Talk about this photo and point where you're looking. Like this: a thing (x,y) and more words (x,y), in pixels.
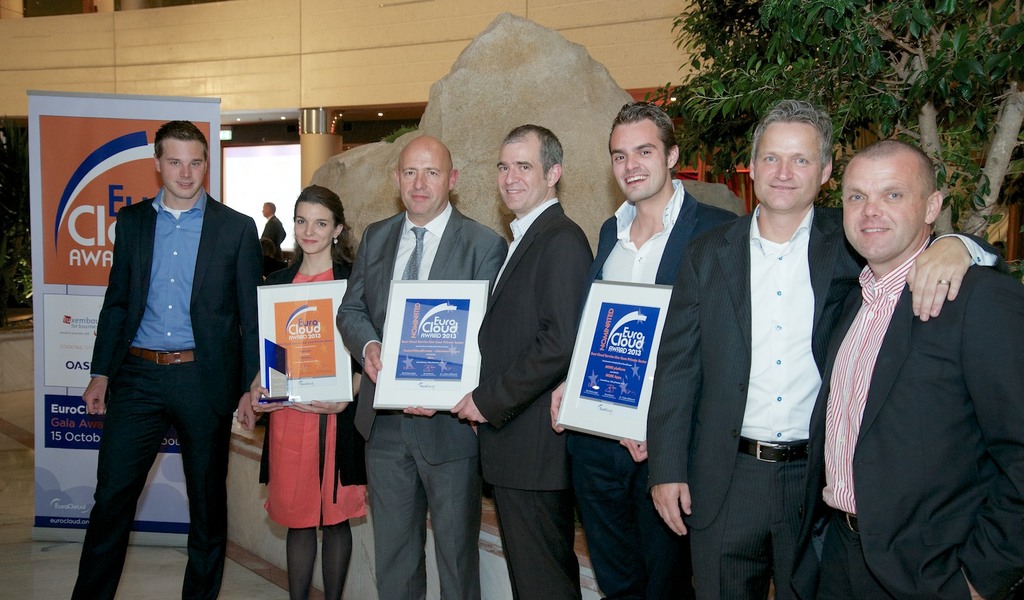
On the left side (201,250) a man (230,366) is standing, he wore a coat (227,344), trouser (161,367). Behind him there is a banner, beside him a beautiful girl (303,598) is standing and other men (413,167) are also standing at here. On the right side (809,85) there is a tree (804,75).
